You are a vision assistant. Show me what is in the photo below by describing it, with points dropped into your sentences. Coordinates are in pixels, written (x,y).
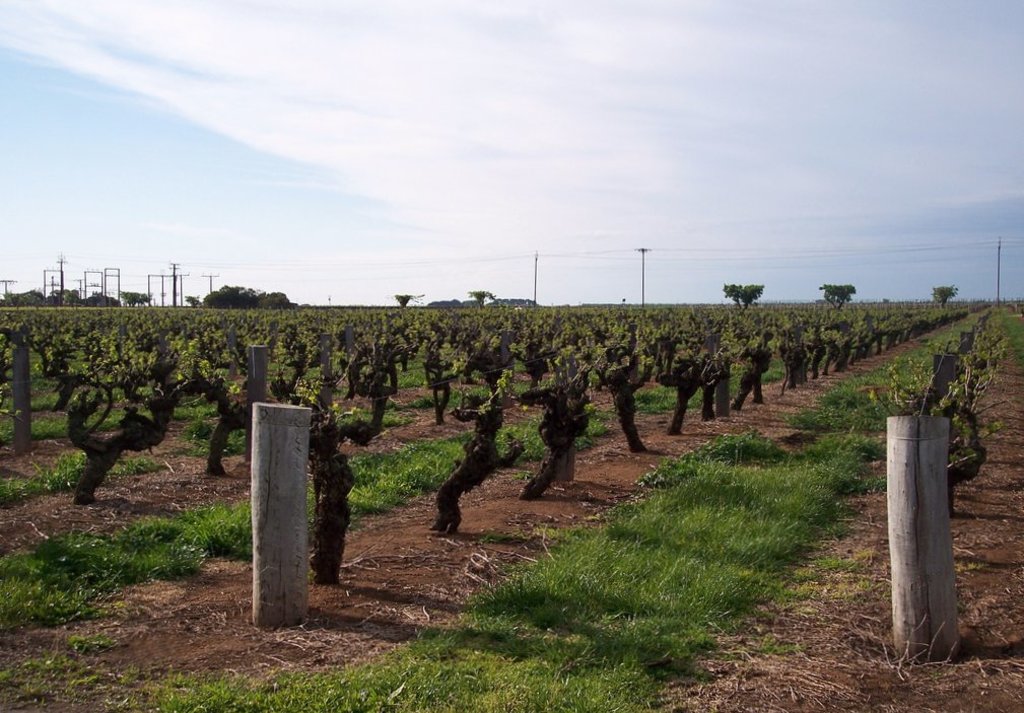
This picture is taken from outside of the city. In this image, on the right side (918,549), we can see a wooden trunk (904,621). On the left side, we can also see a wooden trunk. In the background (1,301), we can see some trees (20,296), plants (852,312), electric pole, electric wires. At the top (594,119), we can see a sky (594,119) which is a bit cloudy, at the bottom (662,589), we can see a grass (593,619) and a land (145,684) with some stones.
